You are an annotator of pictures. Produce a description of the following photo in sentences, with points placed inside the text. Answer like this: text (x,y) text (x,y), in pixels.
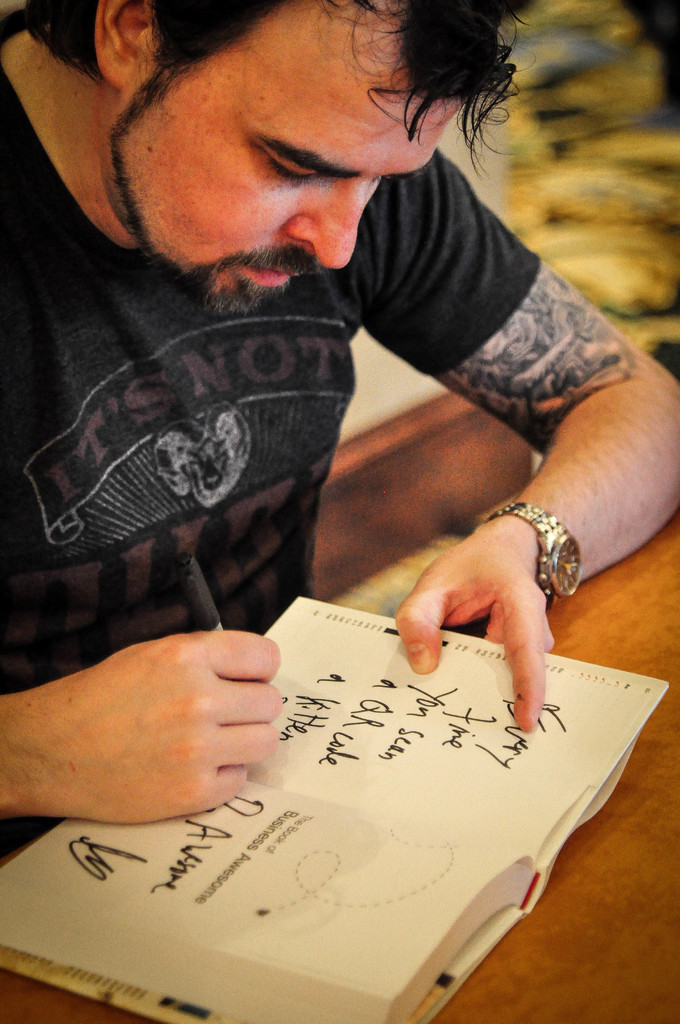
In this image I can see a person (363,34) is holding a pen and writing on a book (378,882). This image is taken in a room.
